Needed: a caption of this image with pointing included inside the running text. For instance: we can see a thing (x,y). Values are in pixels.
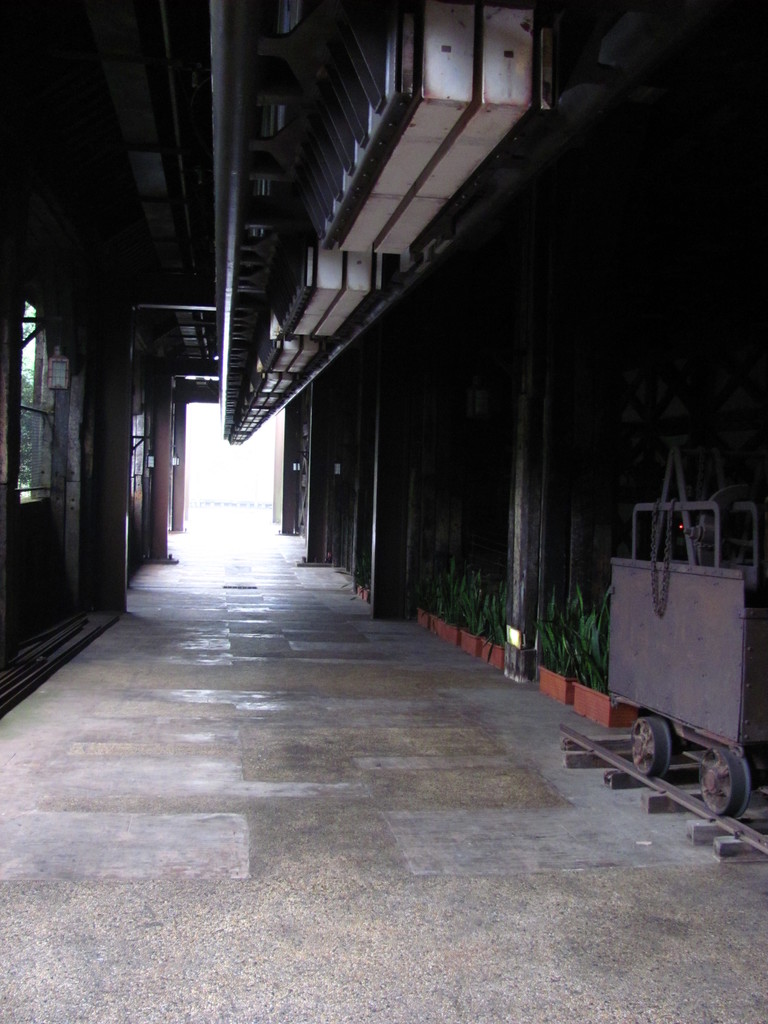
In this picture we can see an inside view of a building (222,281), on the right side (588,621) there are some plants (478,598), a track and a trolley (723,664), on the left side (29,435) it looks like a door (93,560).
